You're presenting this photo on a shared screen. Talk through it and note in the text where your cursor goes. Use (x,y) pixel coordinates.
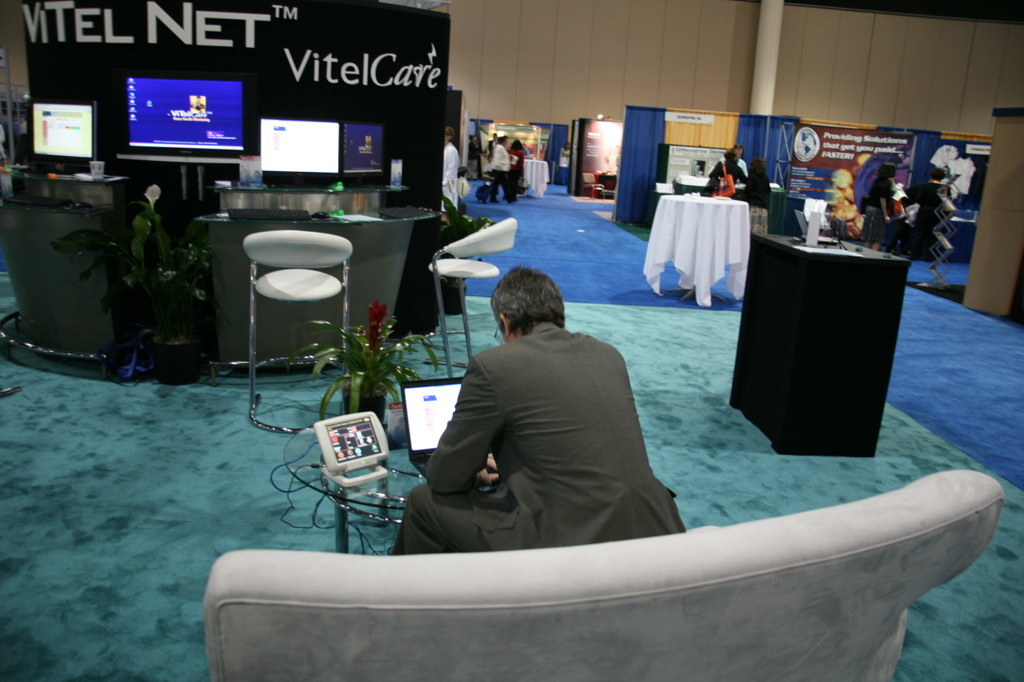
This is an inside view picture. Here we can see hoardings (309,56). We can see screens (274,153) on table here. We can see plants (353,379) on the floor (472,309). We can see one man (462,524) sitting on a sofa (514,570). There is a gadget (331,451) and laptop (408,415) near to him. This is a table (667,238) with white cloth (742,230). Here we can see persons (877,189) standing on the floor (616,252) and few are walking. This is a carpet (601,235) in blue colour and this is in green colour.
